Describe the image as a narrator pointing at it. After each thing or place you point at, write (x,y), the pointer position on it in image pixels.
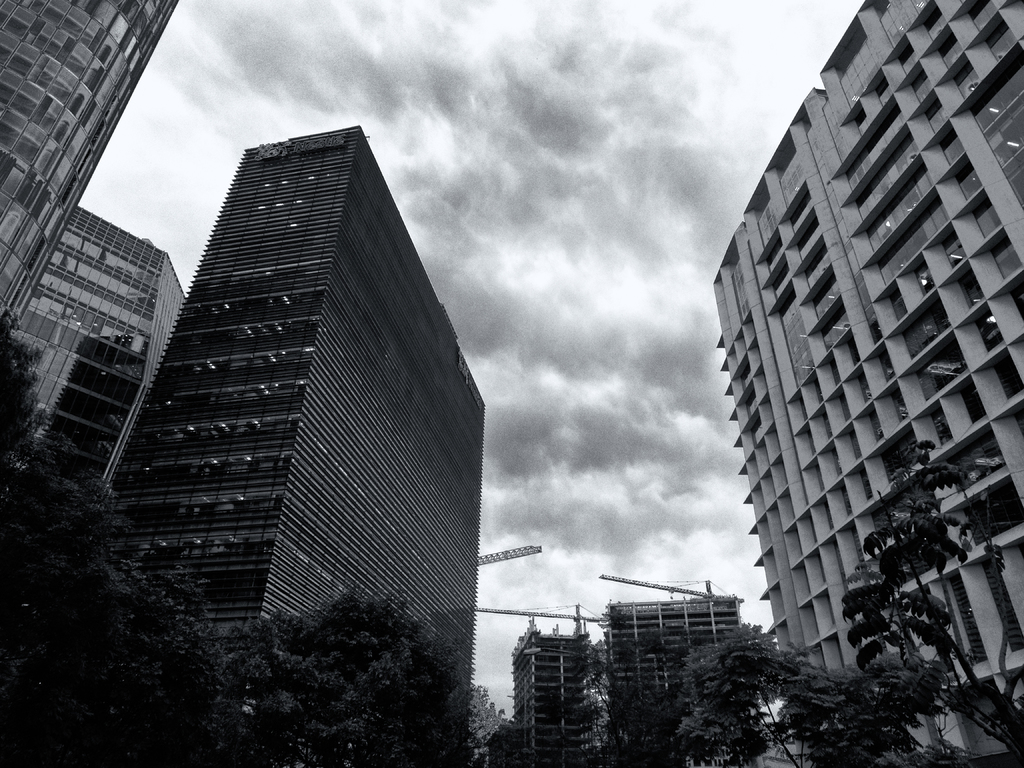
In this image there are buildings (463,567), trees (900,547) and the sky (613,190).
